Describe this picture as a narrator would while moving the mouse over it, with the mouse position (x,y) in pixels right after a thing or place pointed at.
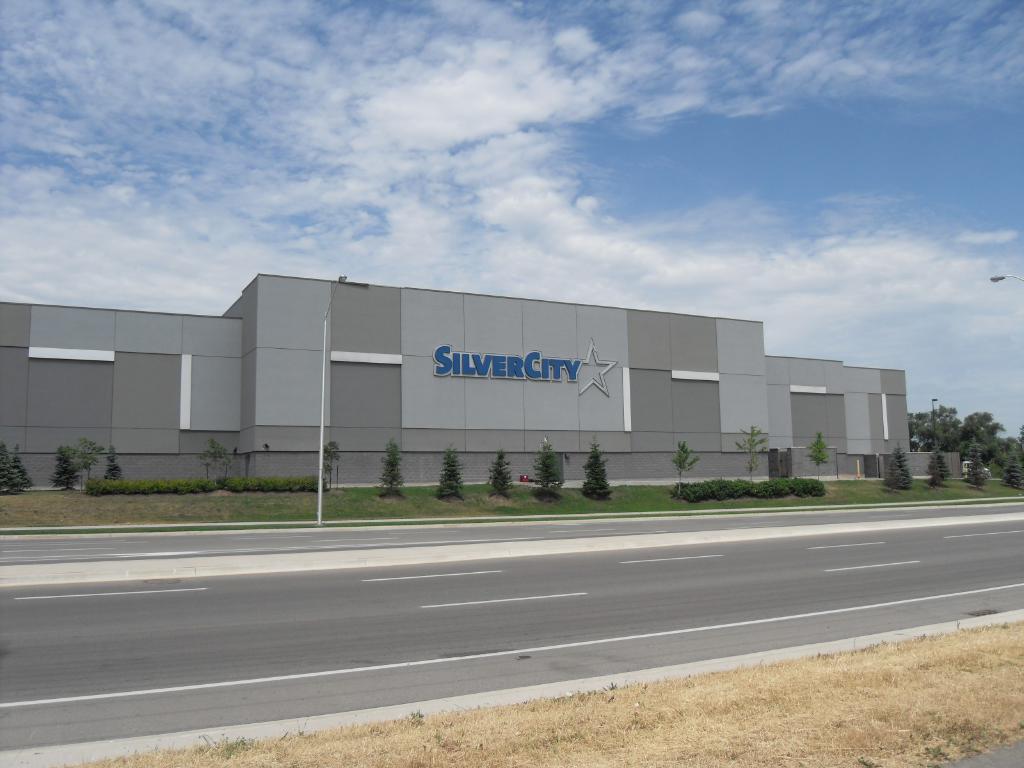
In the picture I can see a building (431,439) which has a led board (526,371) attached on it. I can also see trees (391,448), street lights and the grass (502,758). In the background (435,177) I can see the sky (462,213).
